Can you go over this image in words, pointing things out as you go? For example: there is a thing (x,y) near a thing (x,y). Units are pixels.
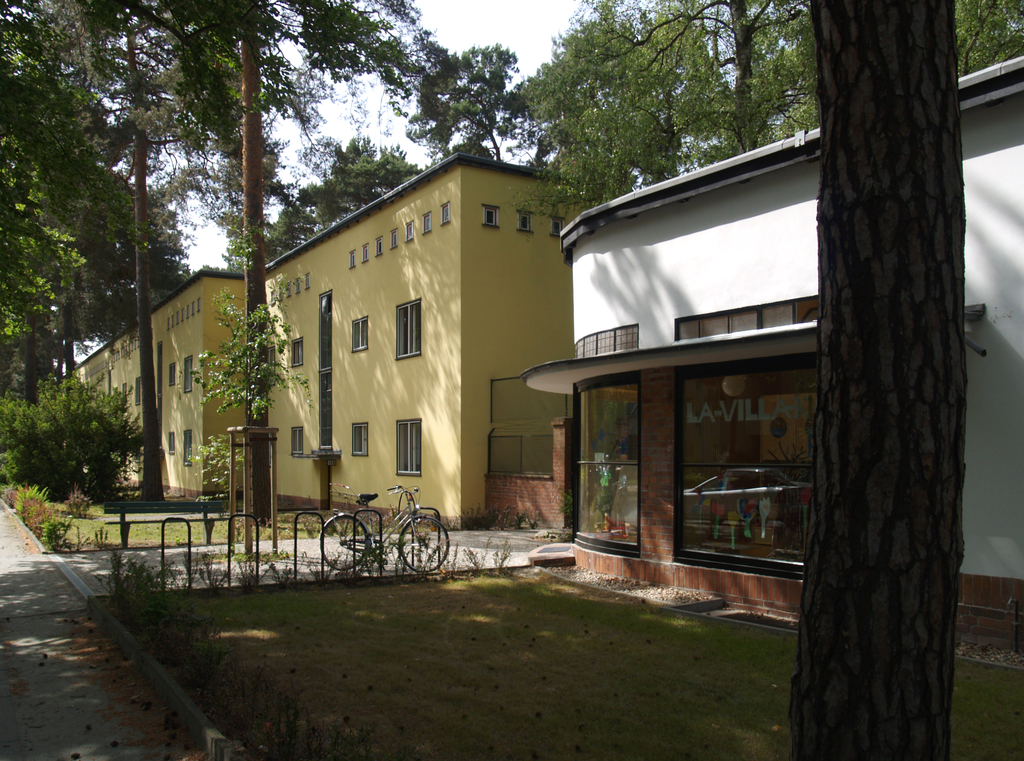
This image consists of many buildings (315,400) and trees (179,86). At the top (487,39), we can see the sky (474,26). At the bottom (298,620), we can see the ground (228,654). On the left (65,634), there is a path (50,645). In the front (352,522), we can see a cycle (369,522).
